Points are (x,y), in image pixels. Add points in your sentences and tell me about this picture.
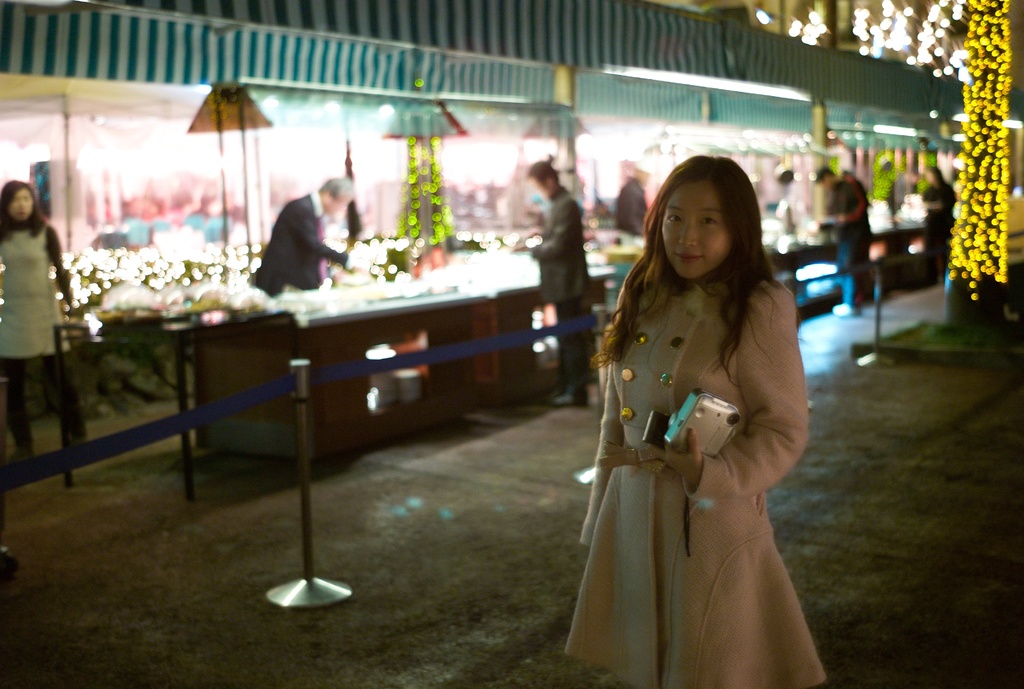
a person (670,570) is standing holding a camera (706,436) in her hand (693,469). at the left (38,220) behind her there are stalls (575,144) and people (638,203) are standing there. at the back (993,230) there is a pole (964,183) on which there are yellow lights (974,128). it is the night time.
